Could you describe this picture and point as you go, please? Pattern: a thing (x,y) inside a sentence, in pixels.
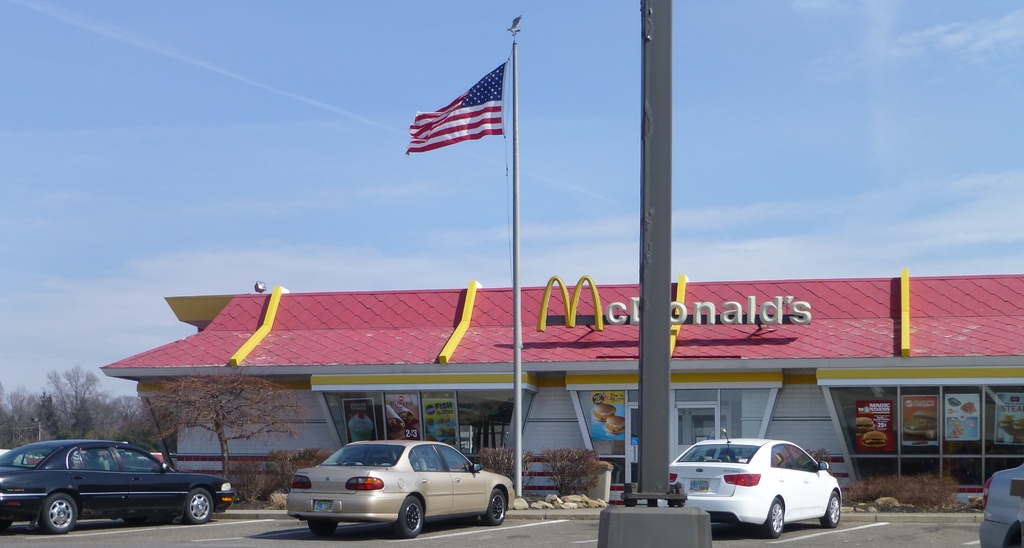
This image consists of a restaurant (600,437). In the front (642,258), we can see a pole (644,3) and a flag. And there are four cars (402,483) parked on the road (579,534). On the left (78,421), there are trees (105,423). At the top (216,122), there is sky (237,253).
